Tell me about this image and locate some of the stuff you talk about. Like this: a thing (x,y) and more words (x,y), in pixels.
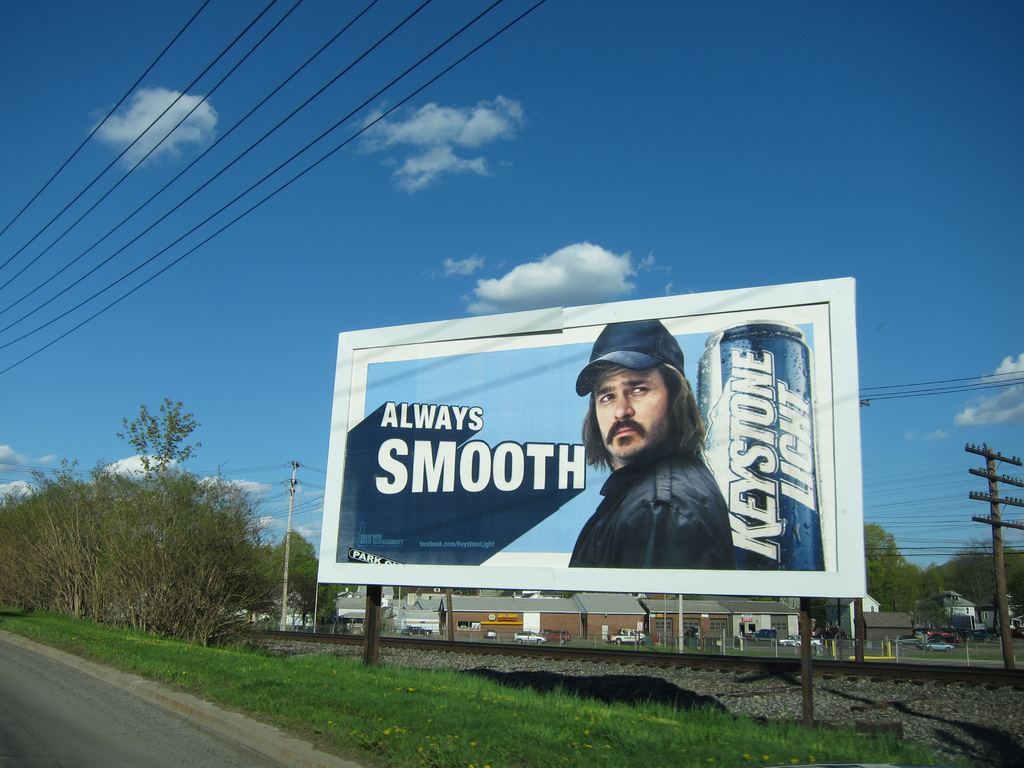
In front of the image there is a road (199,737). At the bottom of the image (461,716) there is grass (364,692) on the surface (426,673). There is a railway track (714,661). There are electrical poles (1001,573) with cables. There are trees (264,545), buildings (698,612), vehicles (981,631), poles (1005,618) and there is a hoarding (727,512). At the top of the image (562,162) there are clouds (501,115) in the sky (565,84).
